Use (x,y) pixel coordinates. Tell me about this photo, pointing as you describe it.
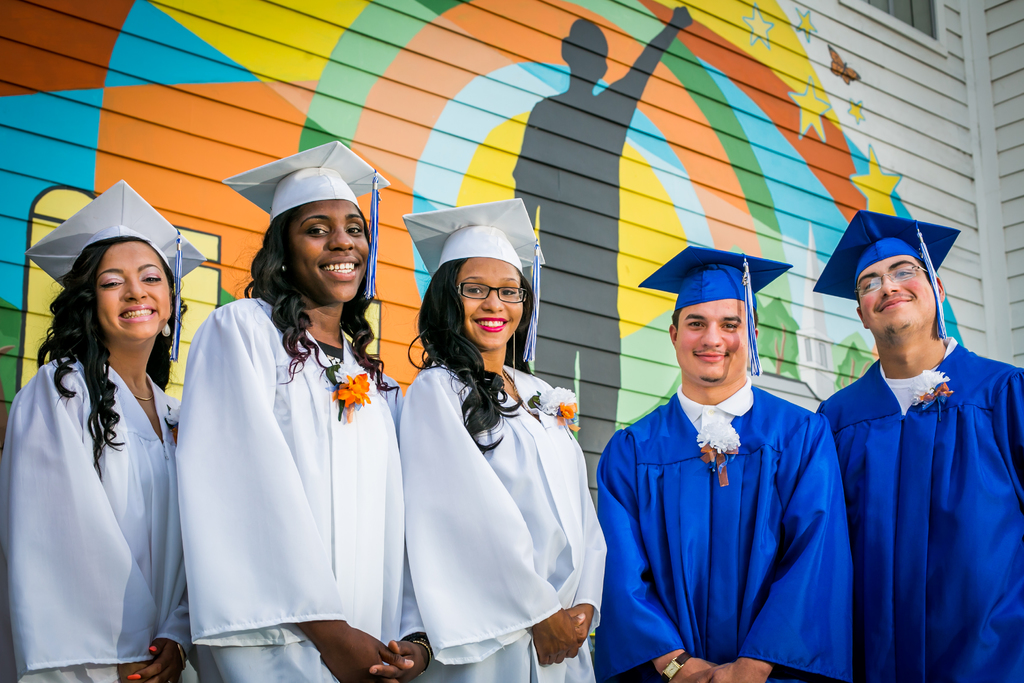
In this picture, we can see a few people (558,522) in graduation suit (633,434), and hats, we can see the wall (740,220) with some art (696,167).
